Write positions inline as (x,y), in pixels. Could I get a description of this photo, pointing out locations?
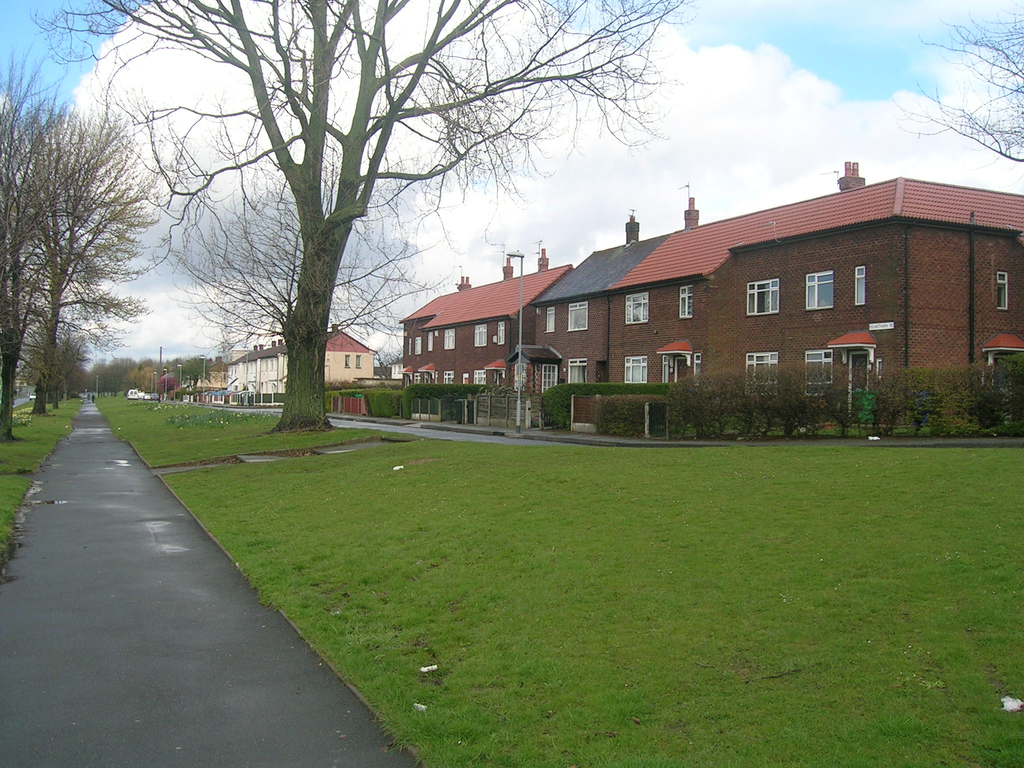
In this image we can see a house (697,341) with roof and windows (757,365). We can also see a fence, plants (638,417), grass (581,562), some trees (318,425), poles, the road (158,516) and the sky (616,197) which looks cloudy.
